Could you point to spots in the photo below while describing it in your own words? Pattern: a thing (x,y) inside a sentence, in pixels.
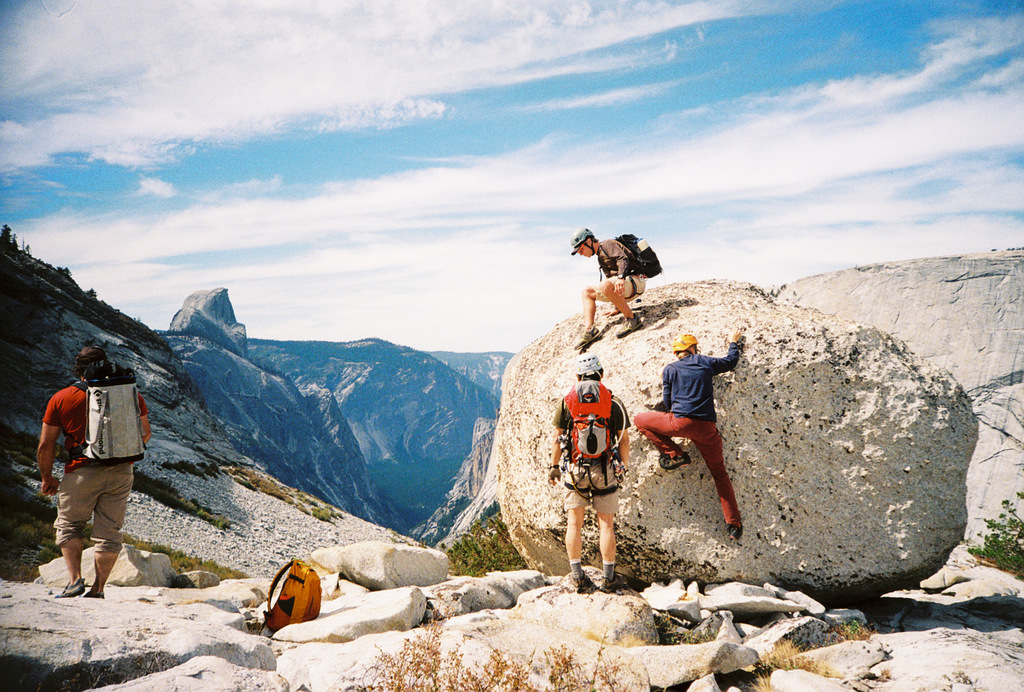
In this image I can see few people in the front (686,385). I can see three of them are carrying bags (598,426) and on the right side (703,384) I can see three of them are wearing helmets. In the front (272,586) I can see grass (590,687) and a bag (286,588). In the background (488,284) I can see mountains (438,477), clouds (372,204) and the sky (363,252).
